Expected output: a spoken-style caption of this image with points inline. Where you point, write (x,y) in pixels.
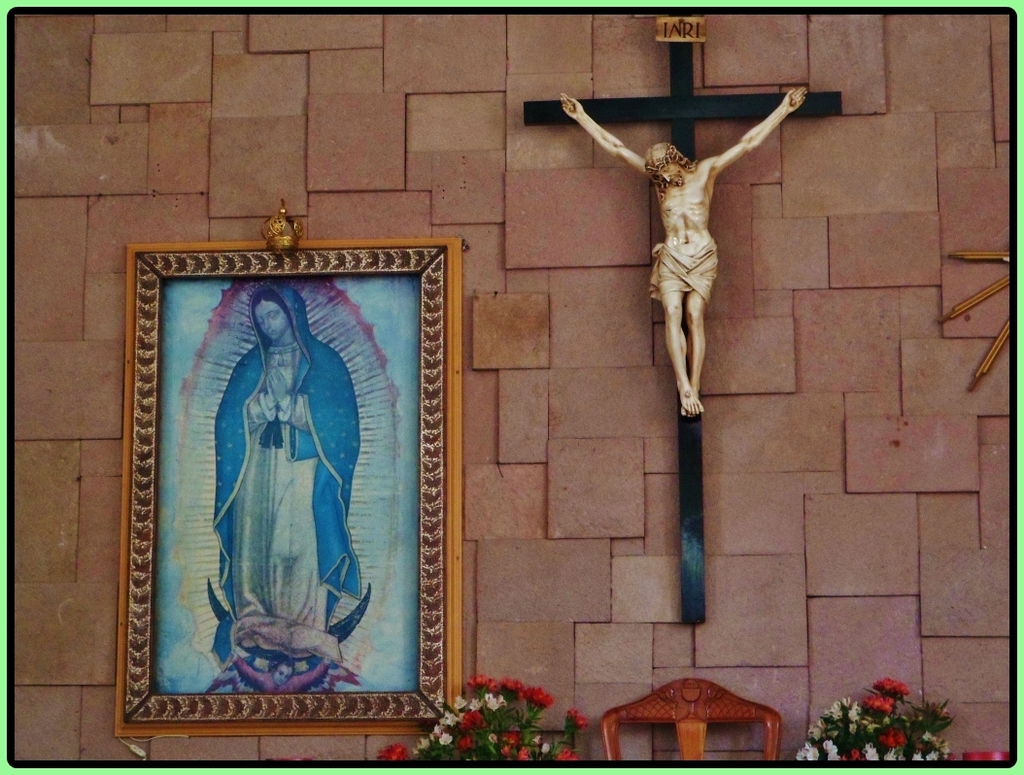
In this image I can see the wall (593,290) and on it I can see a frame (299,290) and a sculpture (722,159) on the cross (750,116). On the bottom side of this image (548,726) I can see few flowers (550,745) and in the centre of it I can see a wooden thing (690,692).
